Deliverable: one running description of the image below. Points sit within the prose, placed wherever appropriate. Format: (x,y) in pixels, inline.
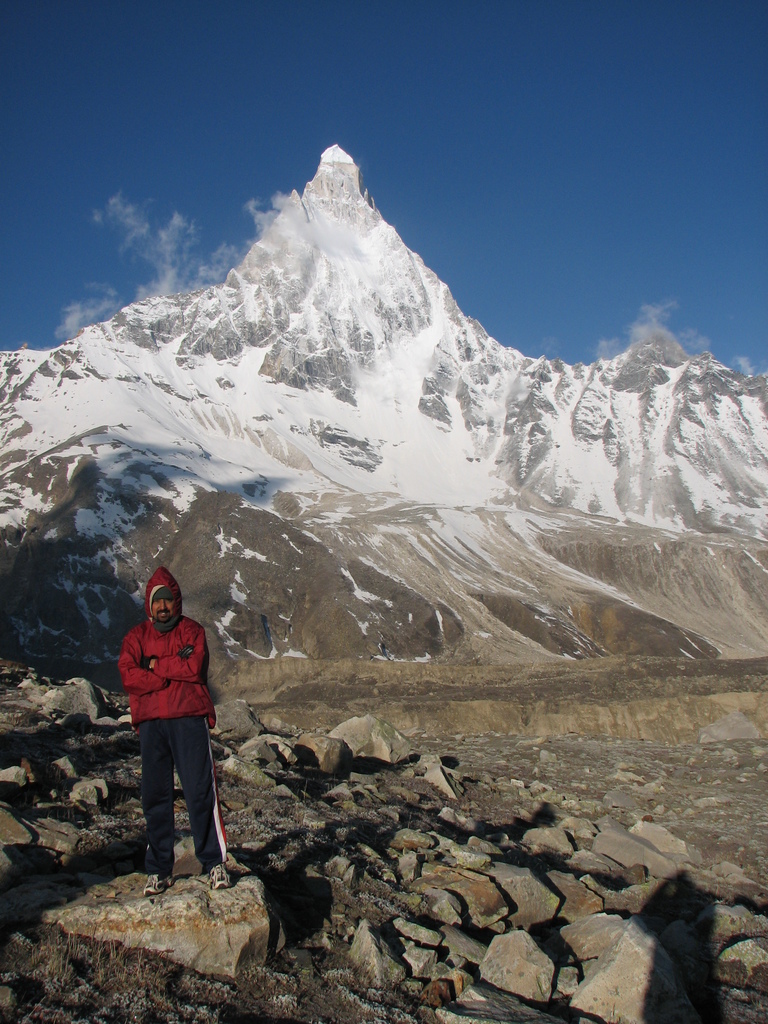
In this image we can see a person (144,760) standing, there are some rocks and mountains (339,347), in the background (470,223) we can see the sky (41,344).
